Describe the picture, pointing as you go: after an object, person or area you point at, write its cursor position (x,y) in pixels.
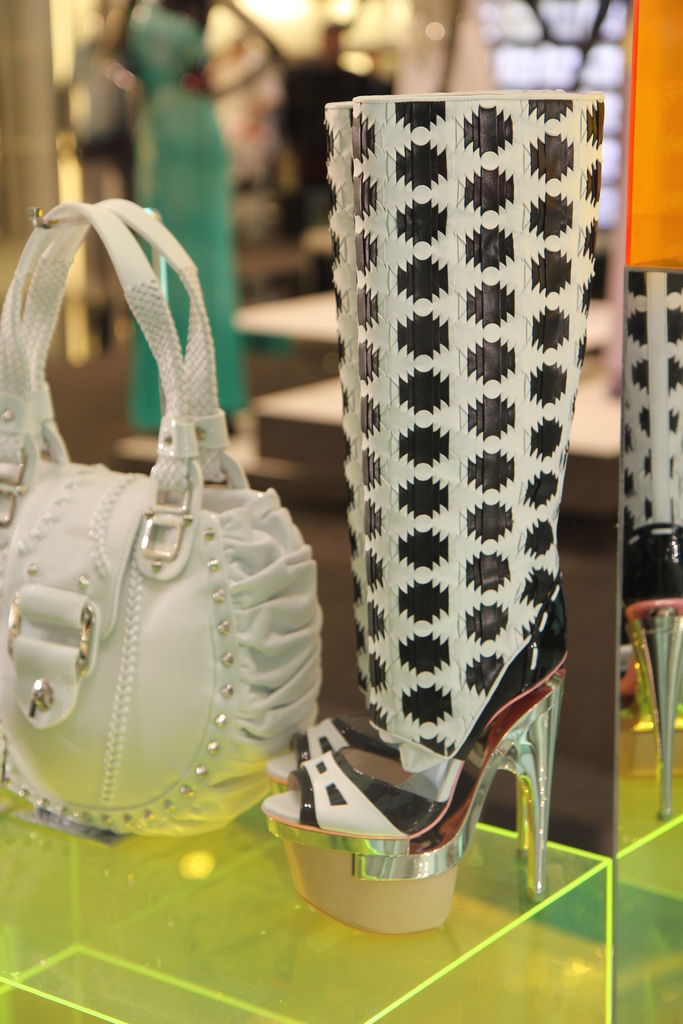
In this picture there is a handbag (192,626), sandals (344,837) on the table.
